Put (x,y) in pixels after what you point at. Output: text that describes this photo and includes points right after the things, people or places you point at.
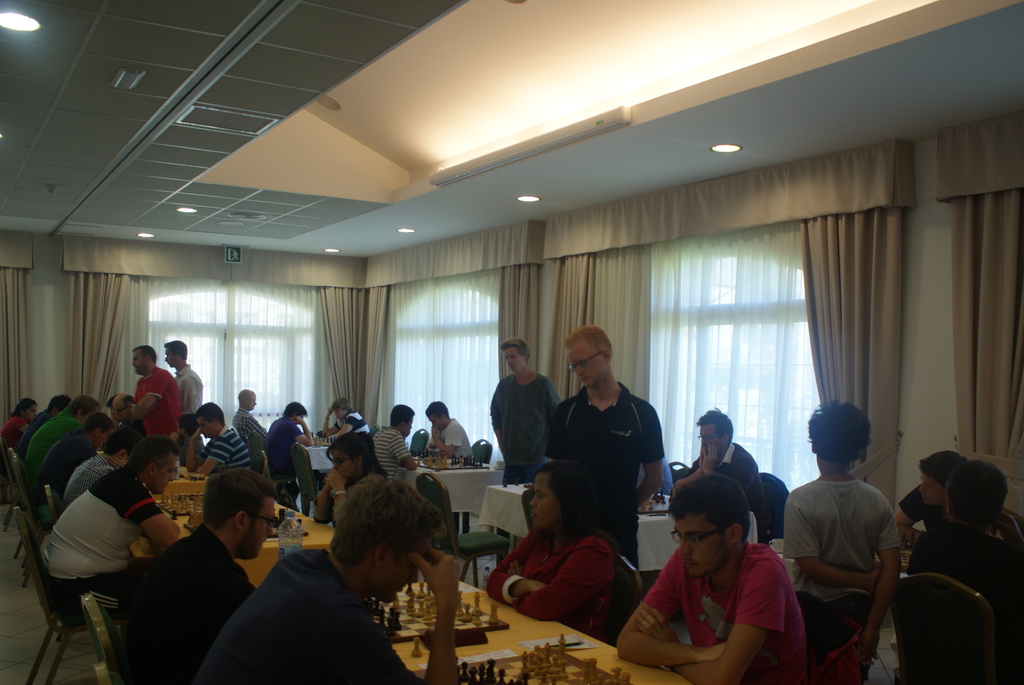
This picture is of inside the room (950,215). In the foreground (238,477) there are group of persons (156,505) sitting on the chairs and playing chess (541,672) which is placed on the top of the table (524,618). There is a man (587,394) wearing black color t-shirt (624,443) and standing. On the right (849,431) there is a person (840,511) standing. In the background (161,383) we can see the two person (176,384) standing and group of persons (458,440) sitting on the chairs (481,459) and playing chess (451,468). We can see the curtains (452,325) and on the top (528,58) there is a roof (798,51) and the ceiling lights (729,150).
